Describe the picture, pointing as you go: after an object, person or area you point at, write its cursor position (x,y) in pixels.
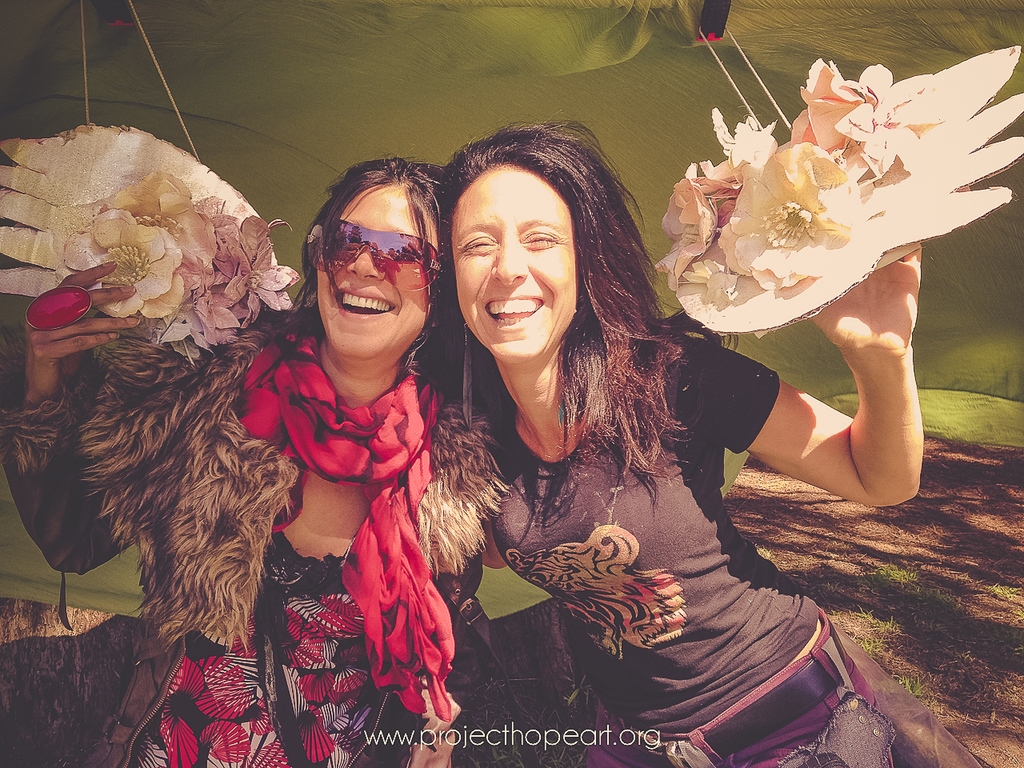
This image is taken outdoors. On the right side of the image (946,548) there is a ground (905,594) with grass (902,580) on it. In the middle of the image (552,354) there are two women (359,489) and they are with smiling faces (513,301). They are holding artificial wings (96,184) with flowers (219,263) in their hands (893,269). In the background (96,600) there is a cloth (421,102) which is green in color.
